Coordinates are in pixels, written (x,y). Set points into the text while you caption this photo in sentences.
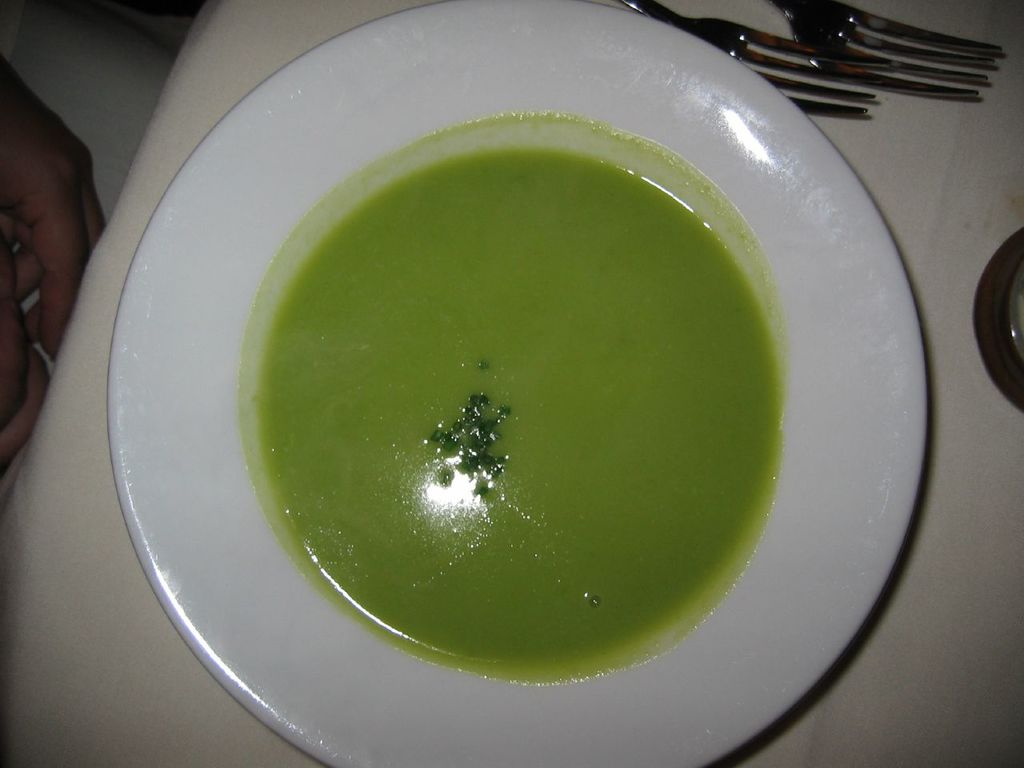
In this image we can see some liquid substances (387,363) such as soup (380,322) on the plate (374,716). And we can see the forks (850,95), human hands (68,293).
